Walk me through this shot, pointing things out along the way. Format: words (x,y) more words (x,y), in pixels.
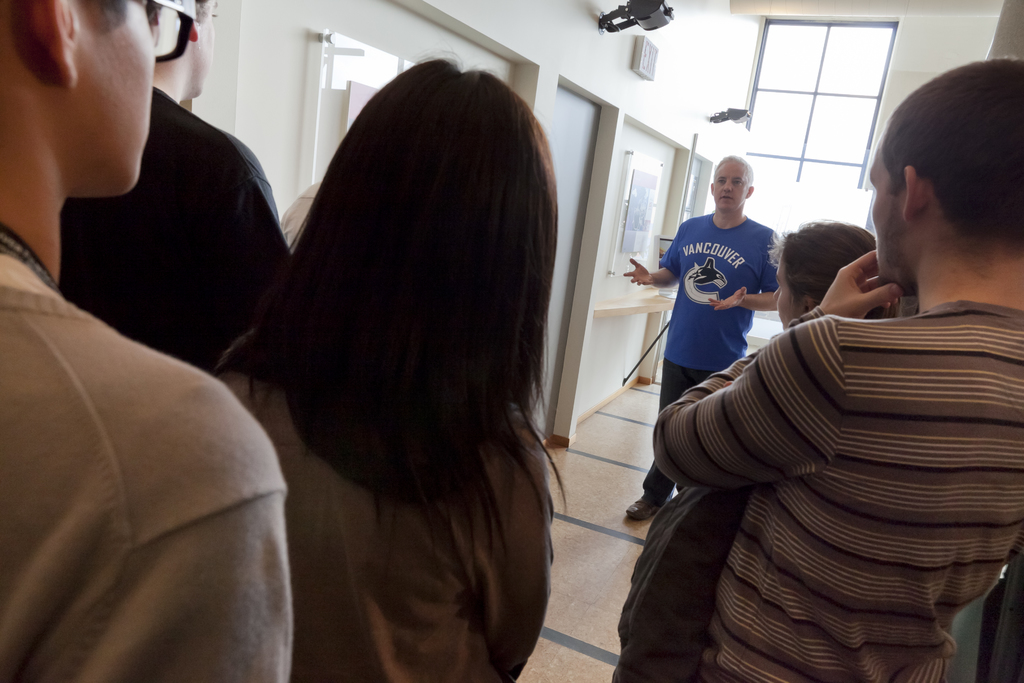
In the foreground (303,565) few people (210,470) are standing and looking at the man (703,282) who is standing in the background (691,304) and speaking. Beside him there is a wall (602,197). At the top of the image (815,81) there is a window (814,85) to the wall (907,42).
